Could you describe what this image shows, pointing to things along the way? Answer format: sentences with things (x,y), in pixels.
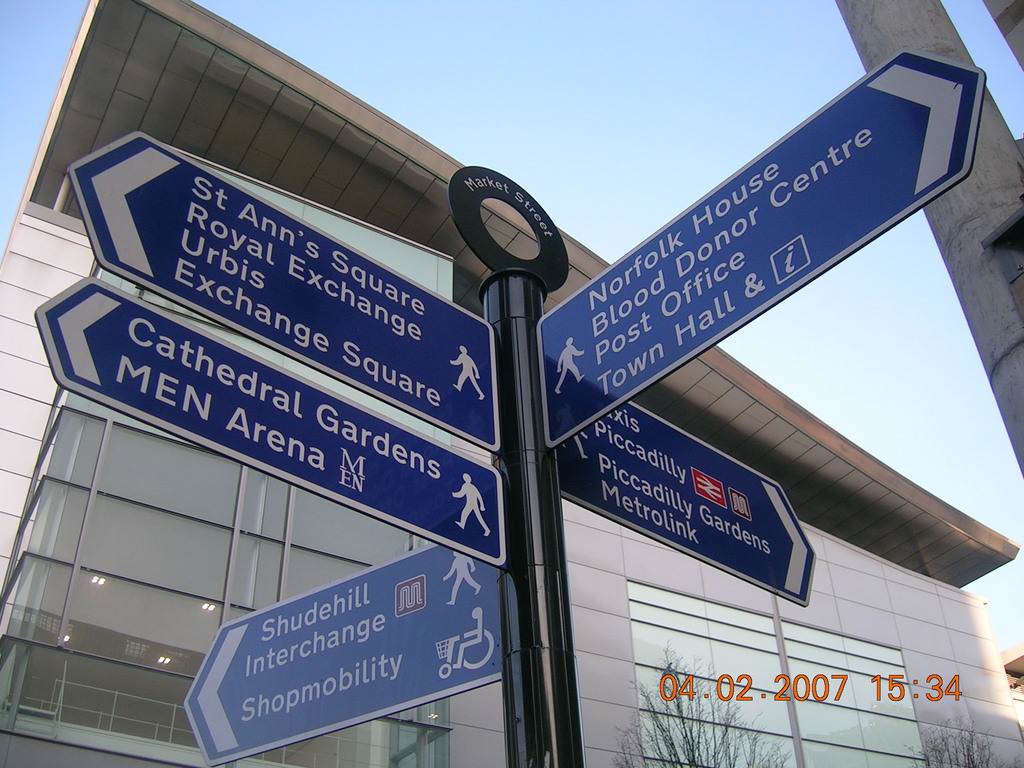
In this image we can see a pole (539,552) with sign boards (434,388). In the back (230,507) there is a building (198,603) with glass walls (182,625). At the bottom (752,745) there are trees (695,746) and there is text (832,691). At the top (573,88) there is sky (579,74).
